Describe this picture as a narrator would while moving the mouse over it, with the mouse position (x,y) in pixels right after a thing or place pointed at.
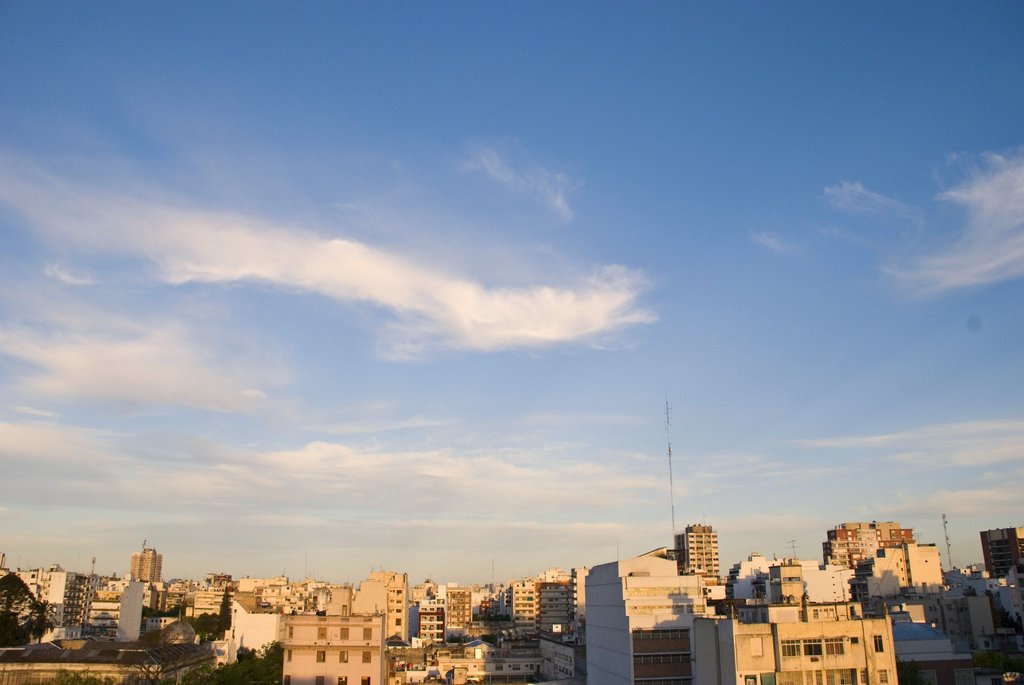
In this image we can see a group of buildings (242,604). In the bottom left (14,631) we can see the trees (14,631). At the top (496,201) we can see the sky (496,340) with clouds (496,340).
